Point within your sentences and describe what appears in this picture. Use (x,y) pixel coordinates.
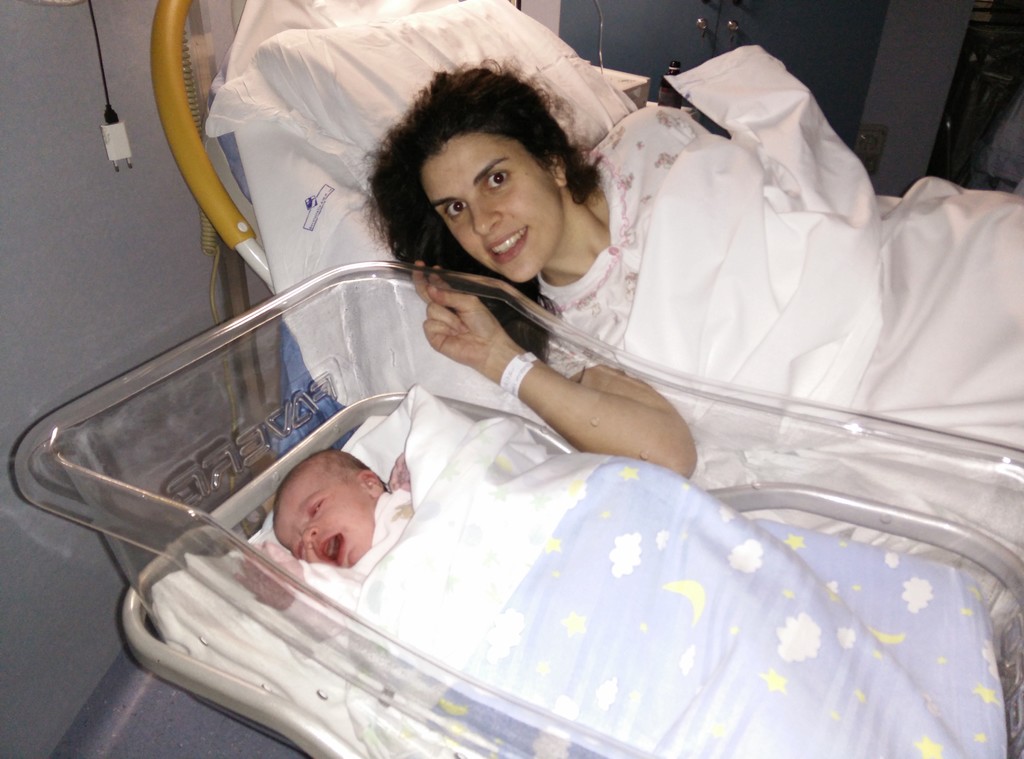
In this image the woman (520,120) lying on the bed (533,74) is posing for a picture with her new born baby (350,517) who is crying in the cradle (485,521).
